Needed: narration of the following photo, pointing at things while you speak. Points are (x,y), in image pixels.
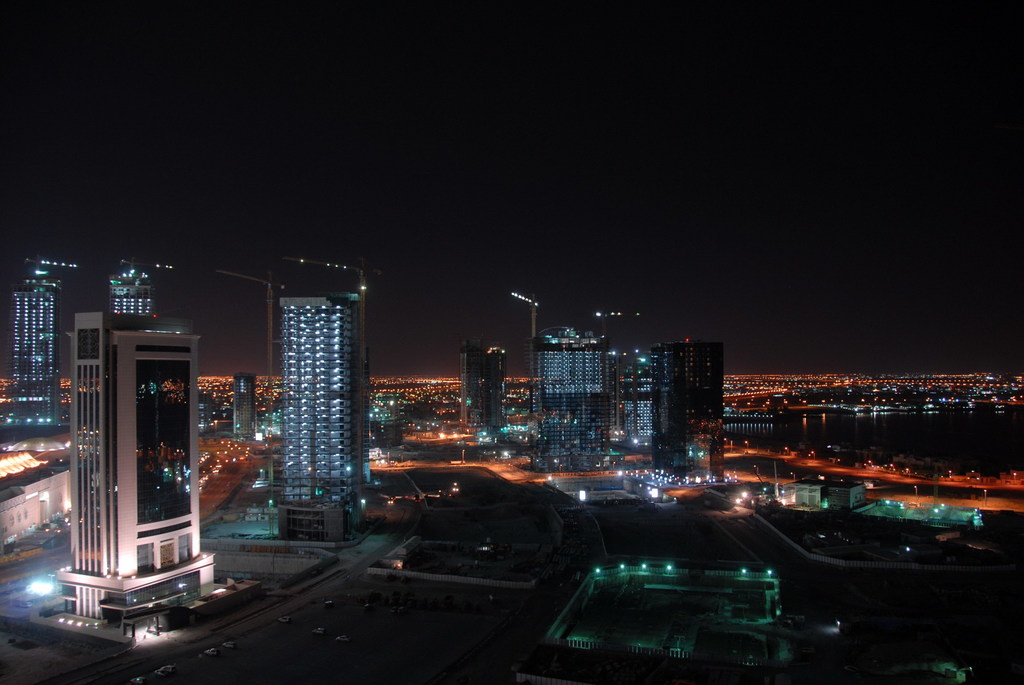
In this picture there are buildings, poles (270,290), and lights (266,389) in the center of the image (663,400) and there is sky (505,155) at the top side of the image (484,168), it seems to be the picture is captured during night time.
